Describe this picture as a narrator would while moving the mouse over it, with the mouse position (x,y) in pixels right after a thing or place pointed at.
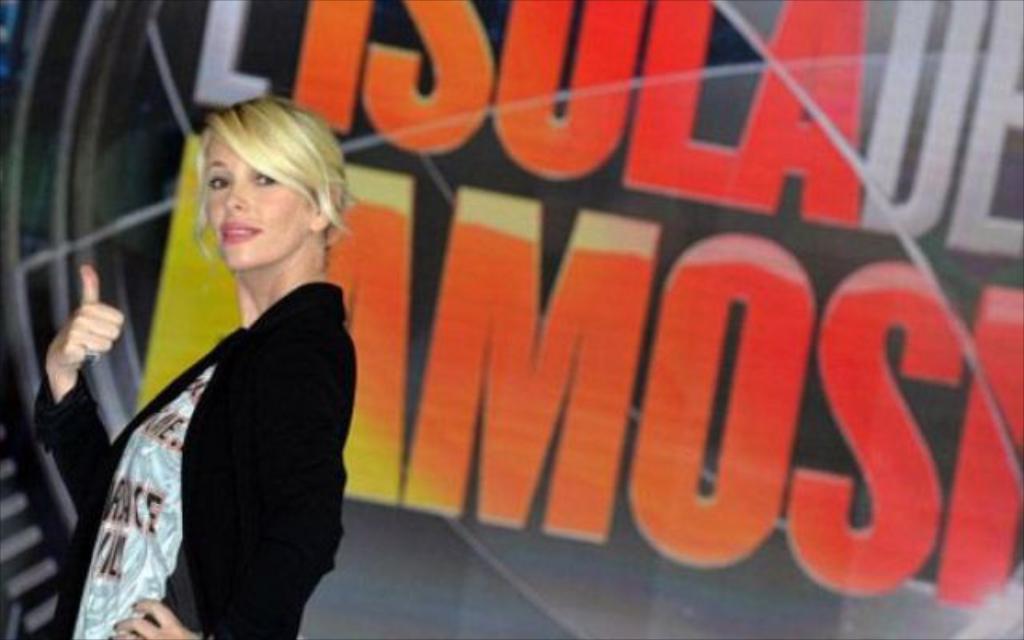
In this image I can see a woman (207,370) on the left side (324,372) and I can see she is wearing a black colour jacket (238,432). Behind her I can see a board (497,213). On her dress (178,416) and on the board (524,249) I can see something is written.
